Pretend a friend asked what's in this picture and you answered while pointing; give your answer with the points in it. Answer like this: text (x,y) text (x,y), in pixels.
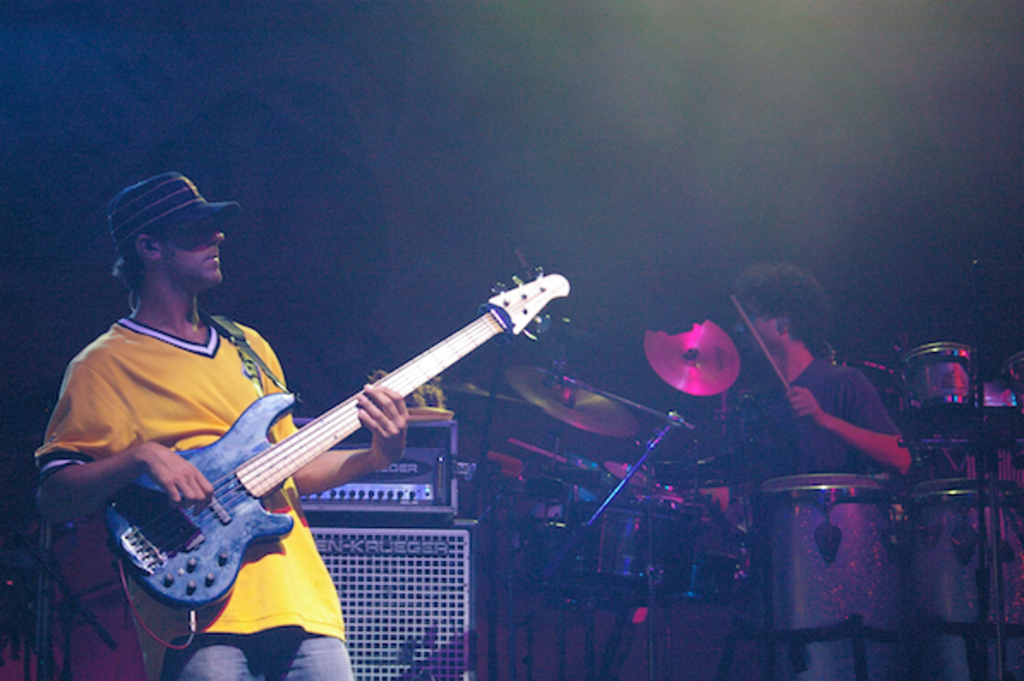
In this image I see a man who is holding a guitar (449,355) and over here I see a man (818,444), who is holding the sticks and there are drums (1012,554) in front of him.
